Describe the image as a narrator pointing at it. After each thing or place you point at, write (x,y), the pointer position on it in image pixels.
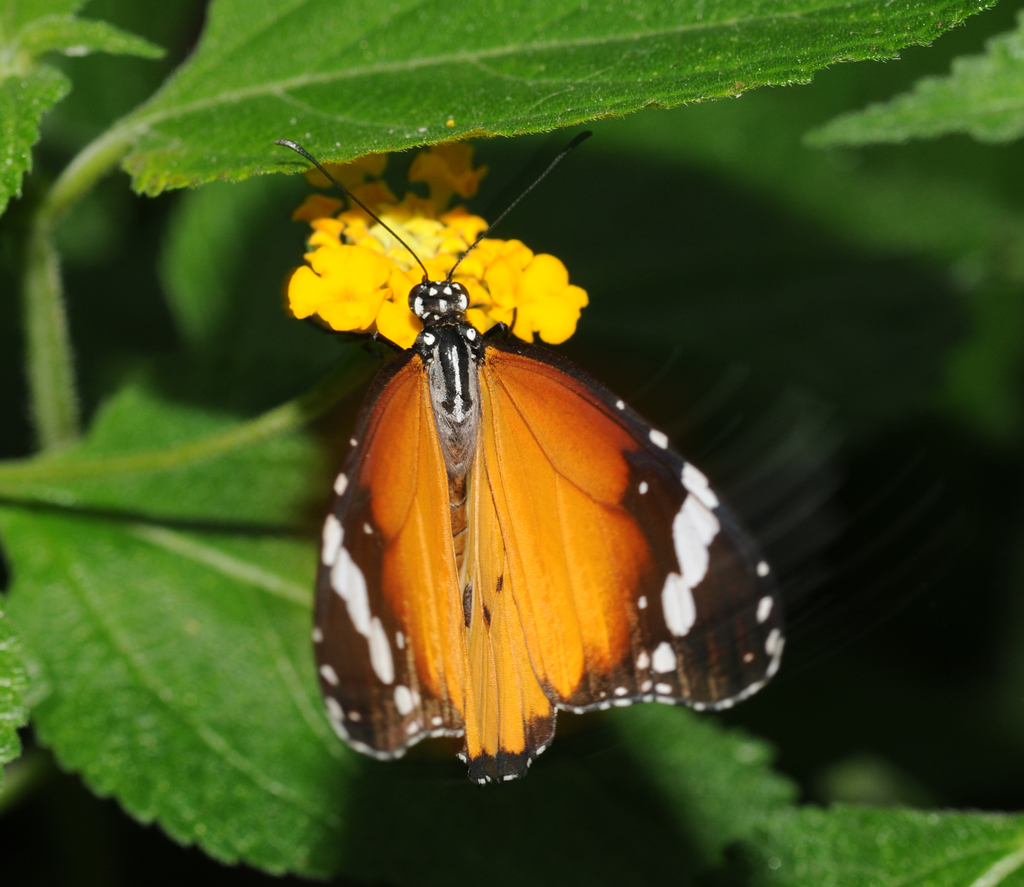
In this picture there is a colorful butterfly (543,577) sitting on the yellow color flower (402,264). Beside there is a green color leaves (223,797).
